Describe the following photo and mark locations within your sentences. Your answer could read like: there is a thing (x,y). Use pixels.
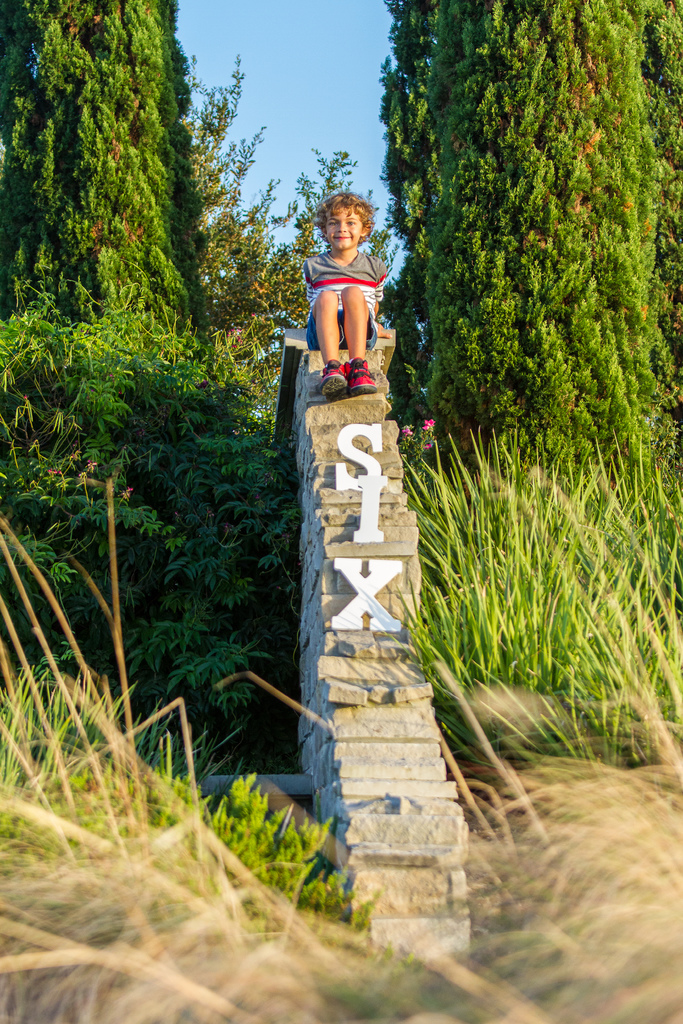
In this picture I can see there is a boy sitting on the stones (336,552) and there are few white objects (368,535) placed on the stones (364,663). There is dry grass (123,770) at the bottom of the image (182,788) and there are trees (509,327) at left (89,310) and right side of the image (572,165). The sky (342,124) is clear.
